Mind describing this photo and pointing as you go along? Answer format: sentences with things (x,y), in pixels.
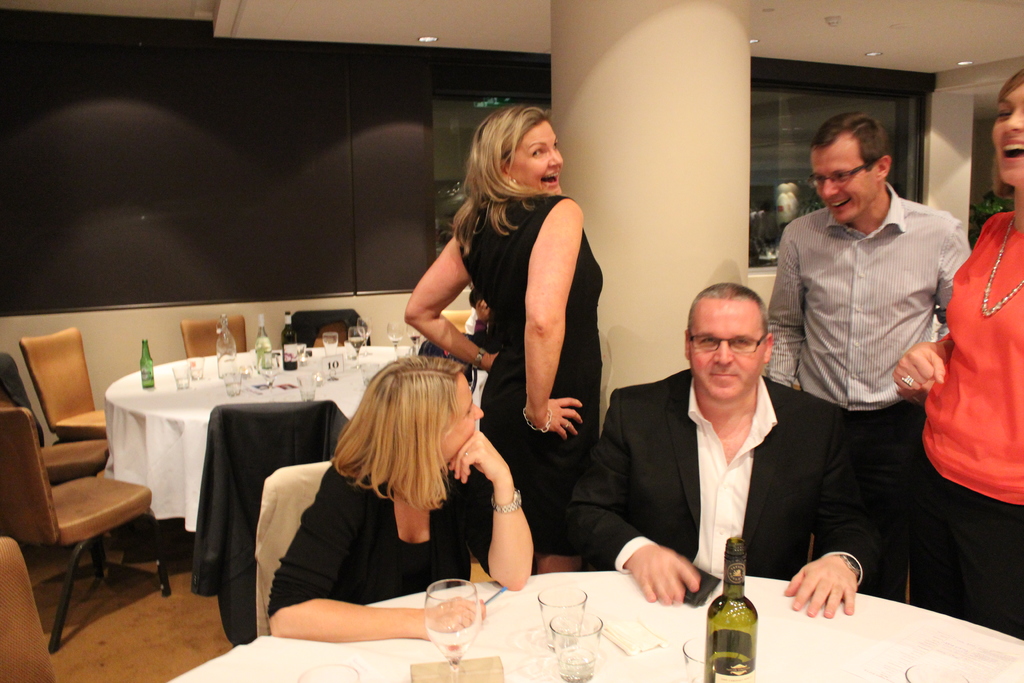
In this picture we can see some people (686,478) are sitting on the chair (299,510) and some people (889,373) are standing they are talking to each other in front of them there is a table (522,631) which is covered with white cloth (796,652) on the table (527,675) we have bottle (713,638) glasses (558,659) tissues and back side we have so many chairs (76,443) and table (186,428).
